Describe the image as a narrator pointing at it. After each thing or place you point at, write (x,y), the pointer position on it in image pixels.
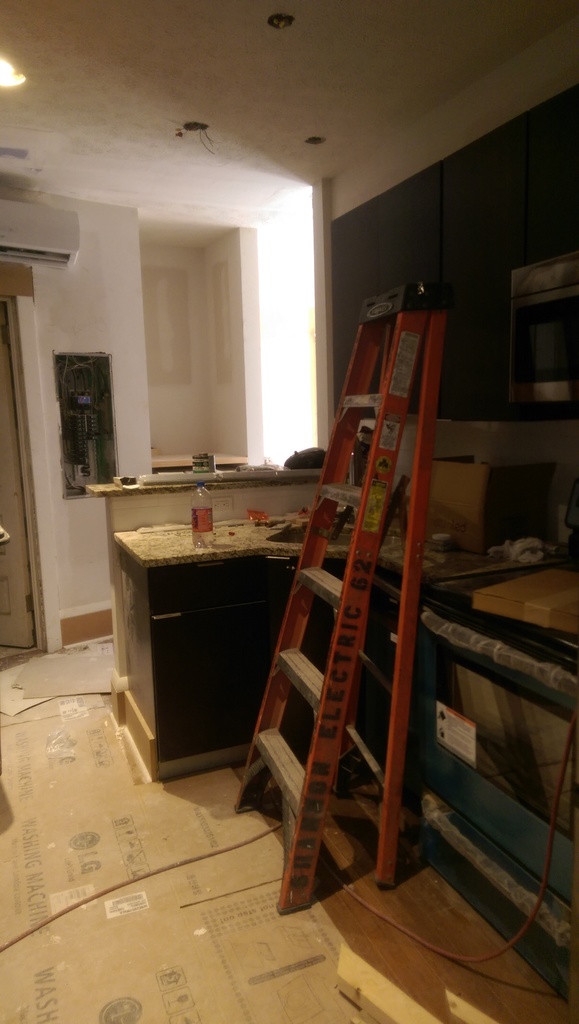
This image is taken inside of a room (440,888), where we can see the cardboard (147,882) on the floor (371,924), a ladder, few cardboard boxes (578,588) and a bottle (204,524) on the slab (238,546), cupboards (505,193), wall (61,298), ceiling (36,174), light (1,67), AC (50,236) and a door (16,547).
